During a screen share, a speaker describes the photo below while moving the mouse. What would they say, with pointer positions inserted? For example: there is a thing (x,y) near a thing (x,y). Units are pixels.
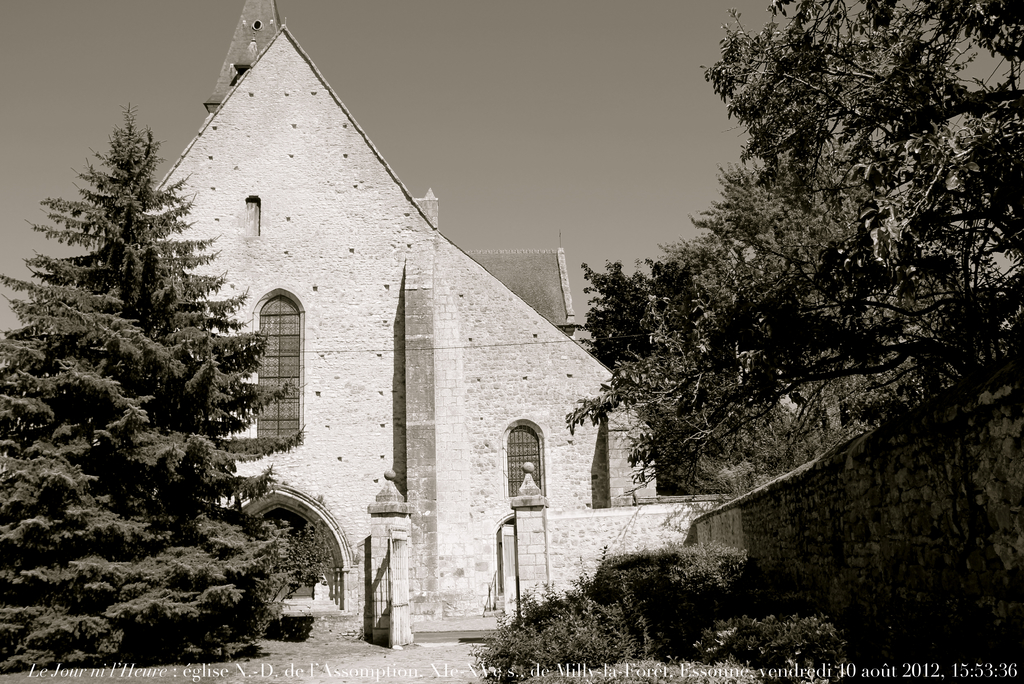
This is an black and white image. In this image, on the right side (754,606), we can see some plants (768,608), wall (921,533) and trees (971,234). On the left side (188,423), we can also see some trees (80,660). In the background (270,413), we can see a building (408,324), windows (283,348). On the top (520,164), we can see a sky (538,160).
